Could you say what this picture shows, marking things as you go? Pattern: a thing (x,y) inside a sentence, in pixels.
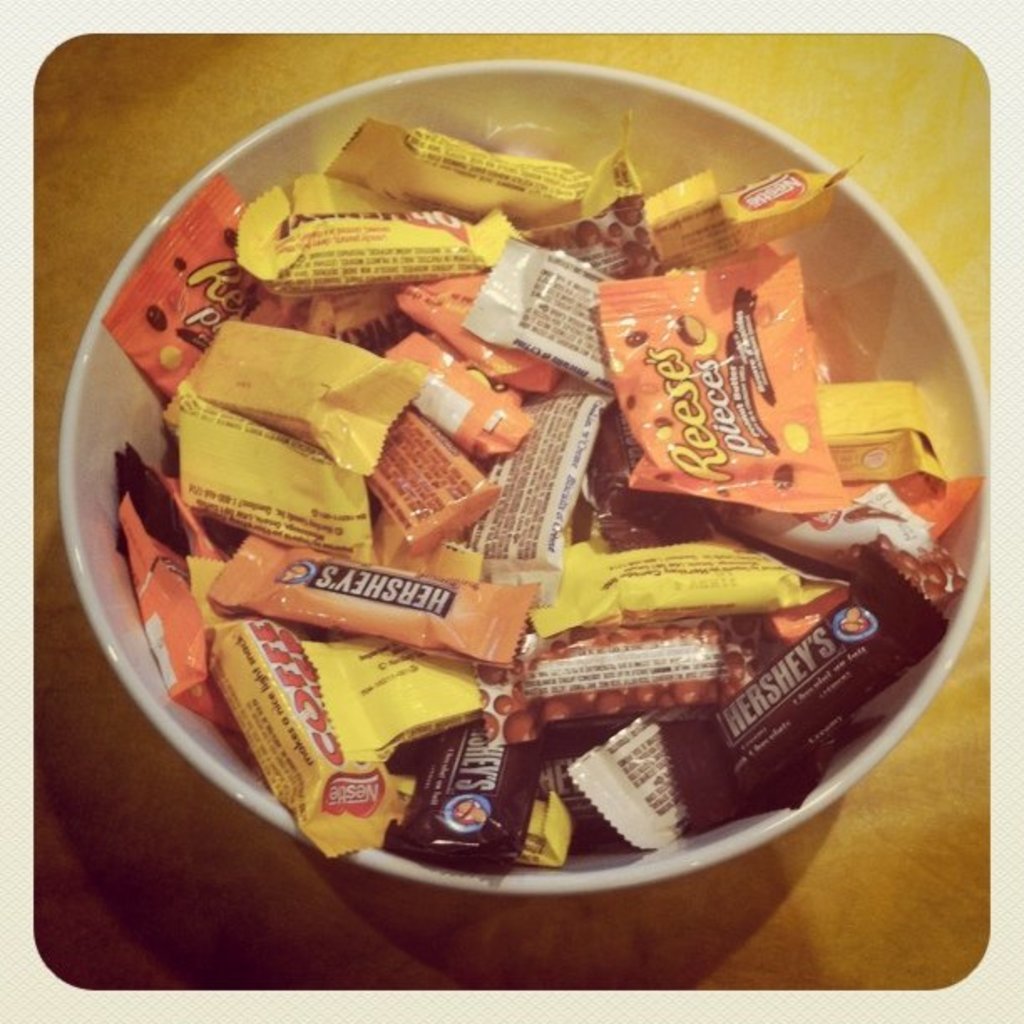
In this picture we can see wrappers (397,288) placed in a white bowl (829,233) and this bowl (763,173) is placed on a platform (78,715).
